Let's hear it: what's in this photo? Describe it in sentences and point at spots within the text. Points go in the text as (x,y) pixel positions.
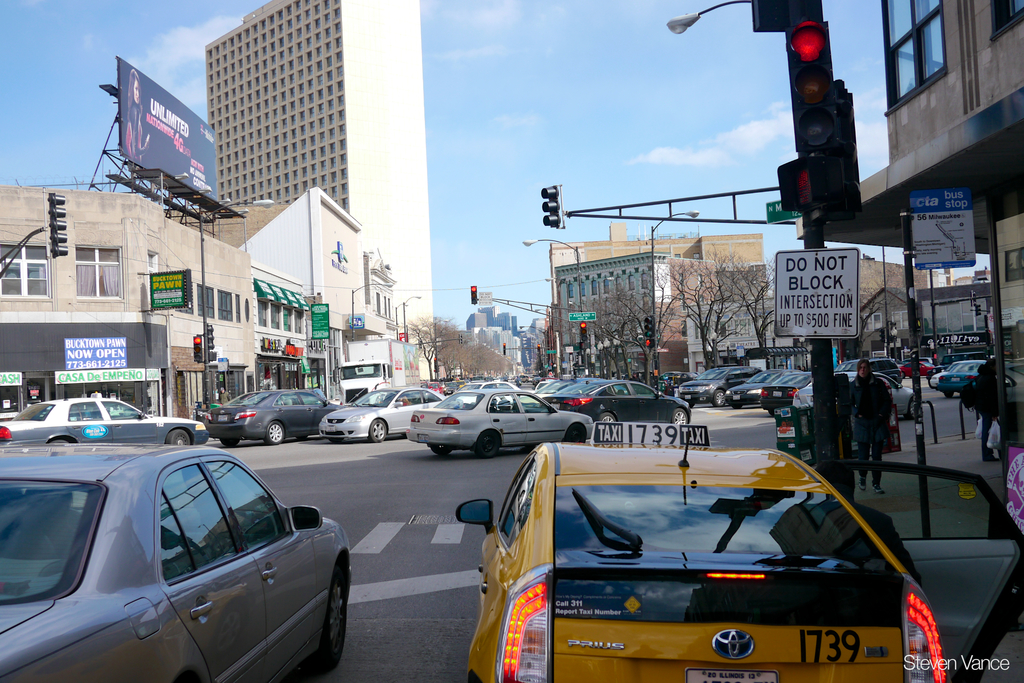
This image is taken outdoors. At the top of the image (607,113) there is a sky (579,102) with clouds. At the bottom of the image (423,611) there is a road (416,517). In the middle of the image (616,380) many cars (526,429) are moving on the road (399,587) and a few (749,531) are parked on the road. There are a few buildings (63,337) with walls (592,285), windows (592,285), roofs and doors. There are many boards (182,301) with text (157,106) on them. There are a few street lights (209,363) and signal lights (802,53). On the right side of the image (985,402) a few people (873,396) are walking on the sidewalk (996,475).
